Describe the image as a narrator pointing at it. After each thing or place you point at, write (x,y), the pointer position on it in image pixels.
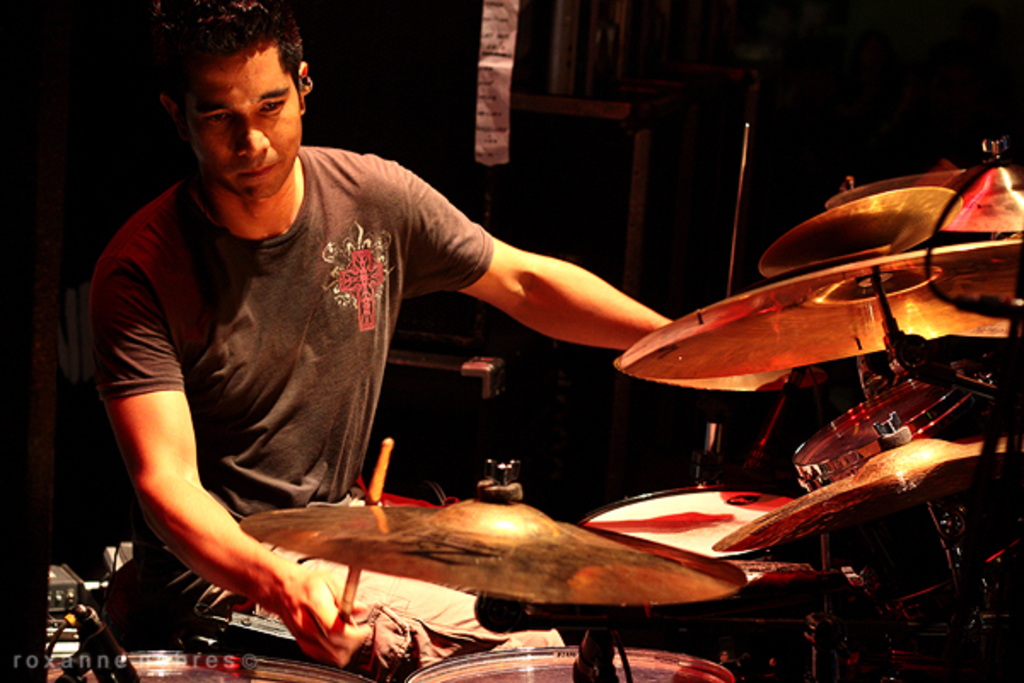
In this picture I can see a man (217,194) playing drums (550,667) and he is holding a stick (372,483) in his hand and text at the bottom left corner of the picture (56,662) and looks like a speaker (474,425) and a wooden wall (686,31) in the background (677,43).
